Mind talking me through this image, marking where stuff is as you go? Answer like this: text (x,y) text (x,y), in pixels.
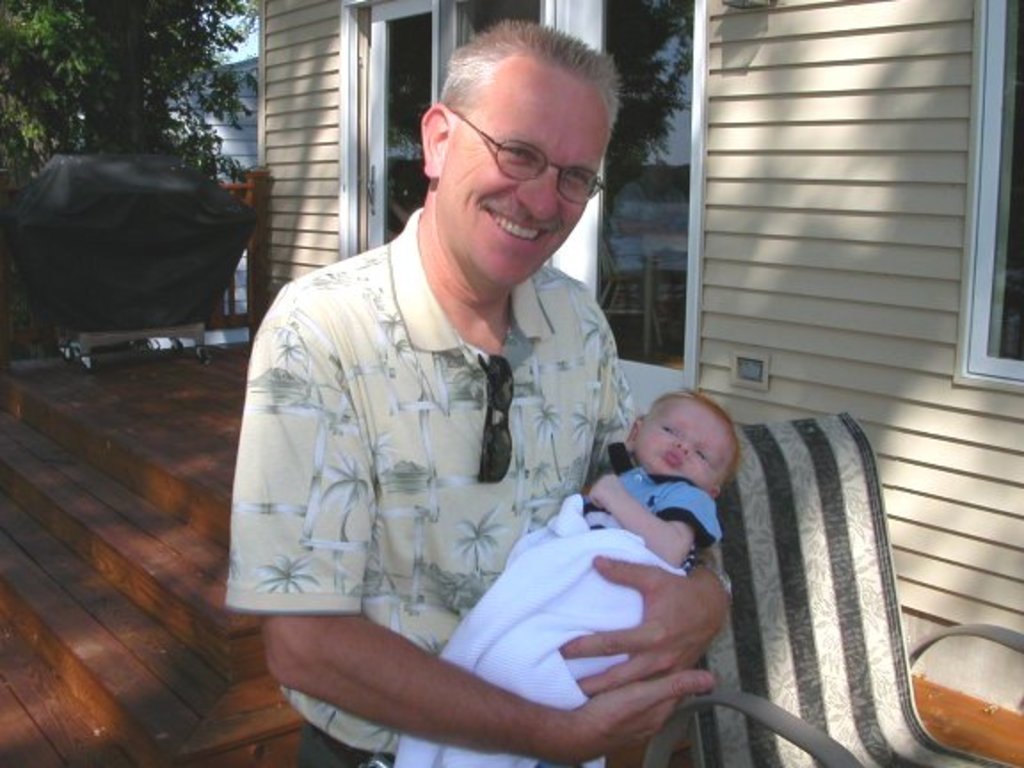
In this image we can see a man (523,340) standing carrying a baby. We can also see a trolley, chair (769,683), a building (651,278) with windows (654,304), a tree (130,131) and the sky (231,22).
